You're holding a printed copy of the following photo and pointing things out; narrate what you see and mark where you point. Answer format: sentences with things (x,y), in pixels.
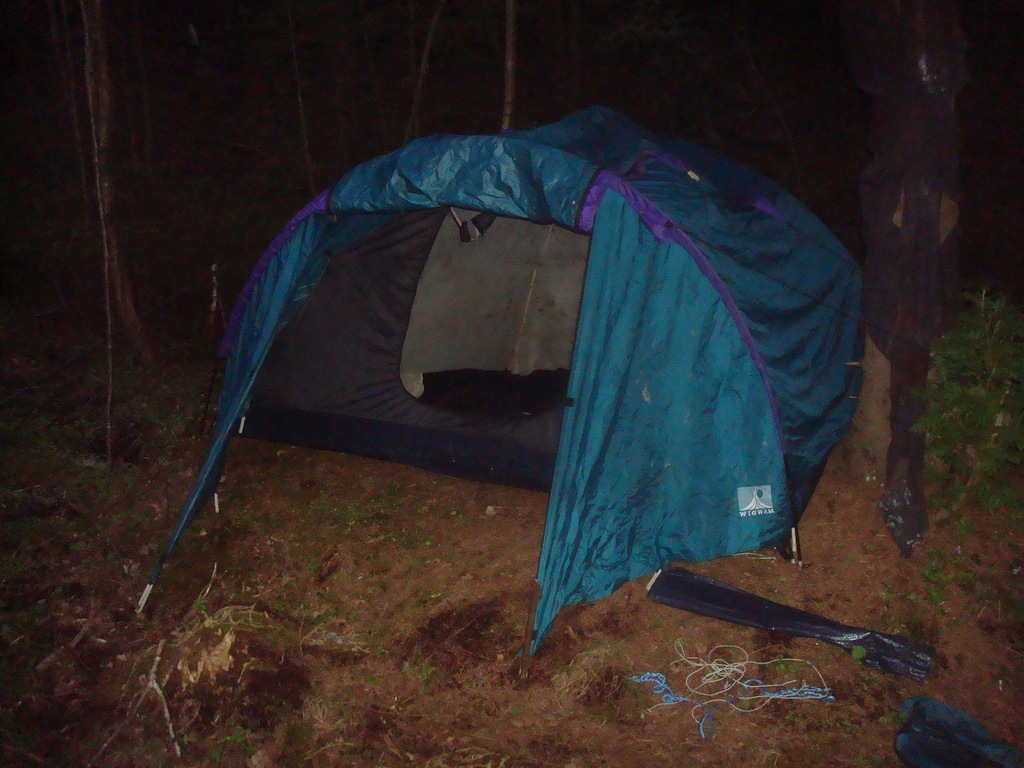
In this image, we can see some stems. There is a tent (400,413) in the middle of the image (410,354). There is a plant (951,351) on the right side of the image (998,425).
